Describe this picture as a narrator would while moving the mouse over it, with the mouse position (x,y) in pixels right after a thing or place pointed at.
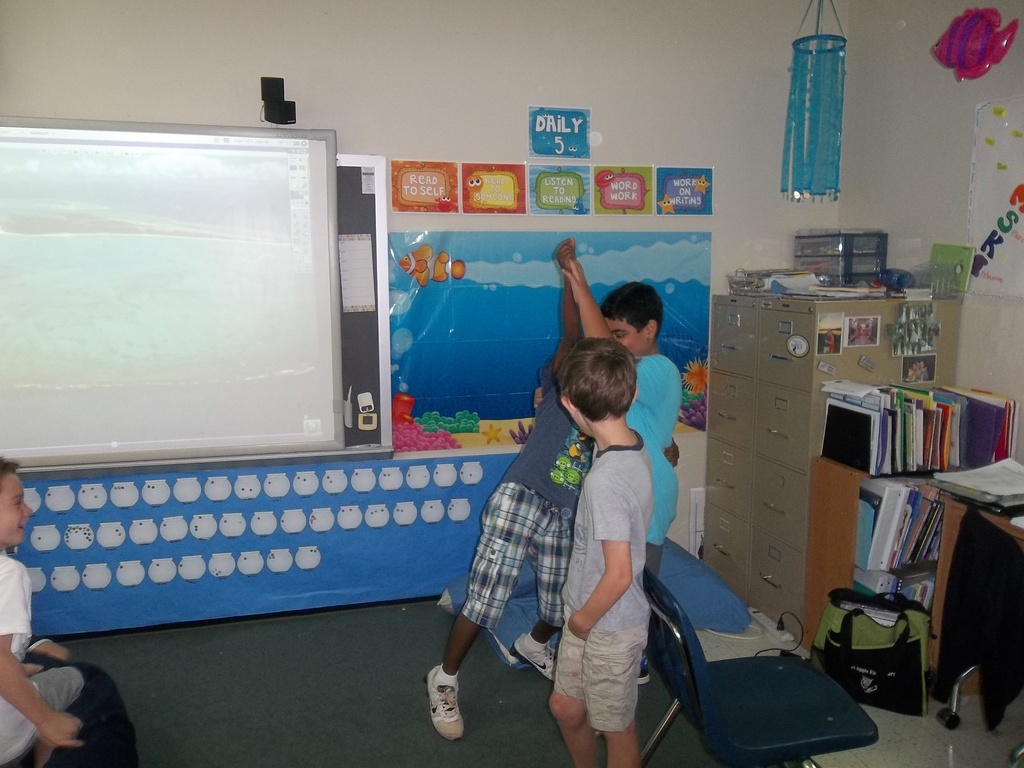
This is the picture of room (794,261). In this image there are three persons (452,661) standing and there is a person (45,656) sitting. There are chairs (661,734) and there are books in the cupboard (814,621) and on the cupboard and there are objects (833,278) on the locker (812,341). At the back (405,438) there is a board (147,381) and there are posters (598,233) on the wall (523,121). At the bottom (834,668) there is a mat (167,649) and there is a bag (853,667) on the floor (862,765).
